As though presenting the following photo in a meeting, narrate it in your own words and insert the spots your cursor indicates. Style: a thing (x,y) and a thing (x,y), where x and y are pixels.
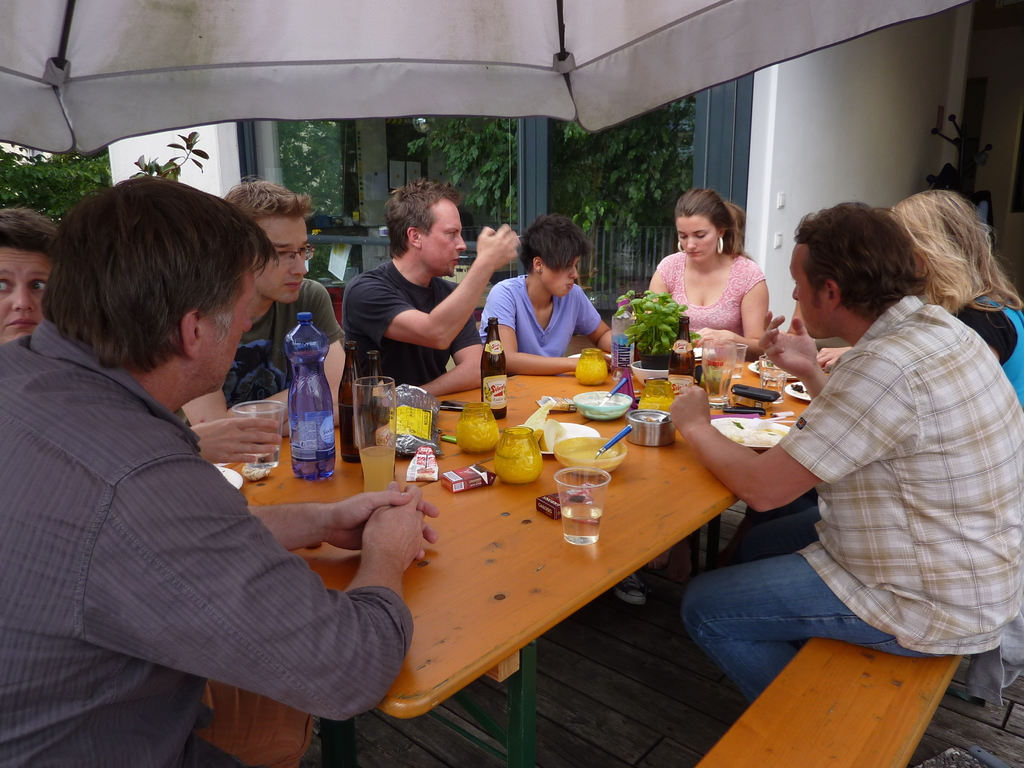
In the picture there are few people (245,326) sitting around the table (443,587) and there are glasses (594,529), cigars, food (554,430), bottles (483,393) and a plant (641,333) on the table (533,404). Behind these people (566,288) there is a window (472,174) above them there is an umbrella (577,10) in the background (753,132) there is a wall (853,150), trees (619,166) and a fencing (617,255).
